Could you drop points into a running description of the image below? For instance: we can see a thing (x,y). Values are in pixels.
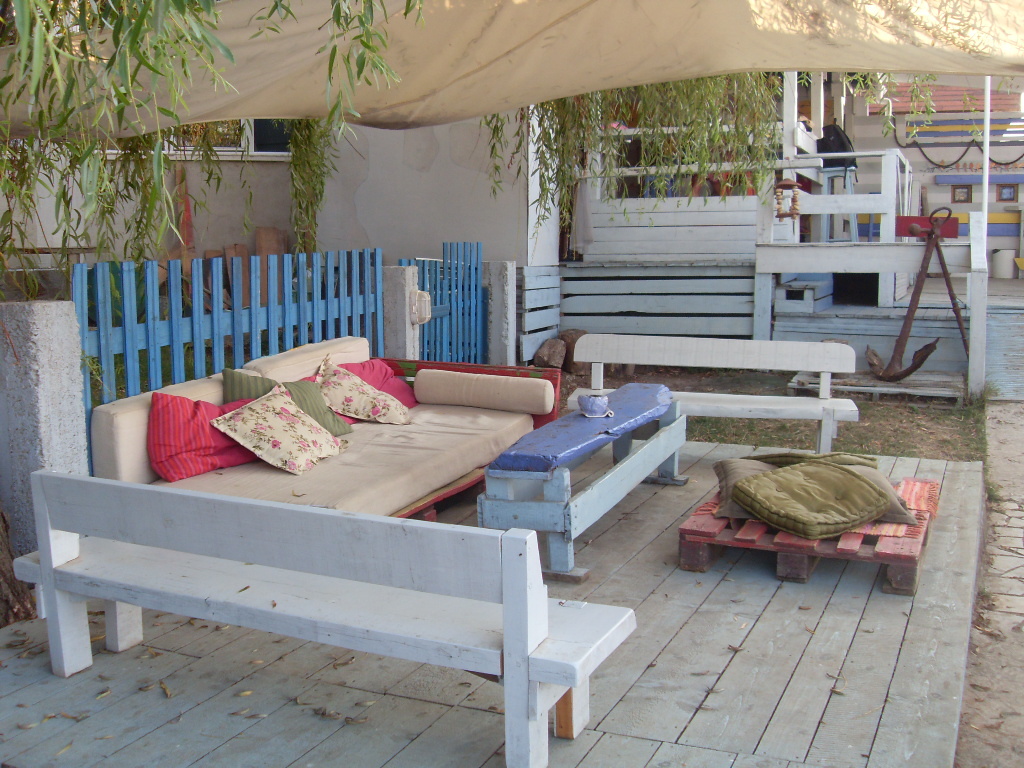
In this image I can see the sofa bed (275,468). On the sofa bed (321,464) there are many colorful pillows (300,438). To the side I can see the white color benches (543,613). In the front (544,494) I can see the table (495,485) and some wooden objects (784,560). To the left (113,333) I can see the railing (280,308) and the tent (580,63) in the top (590,57). In the background (178,218) I can see few more wooden objects (624,209) and the plants (716,128). I can also see the black color bag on the stool (833,170).
